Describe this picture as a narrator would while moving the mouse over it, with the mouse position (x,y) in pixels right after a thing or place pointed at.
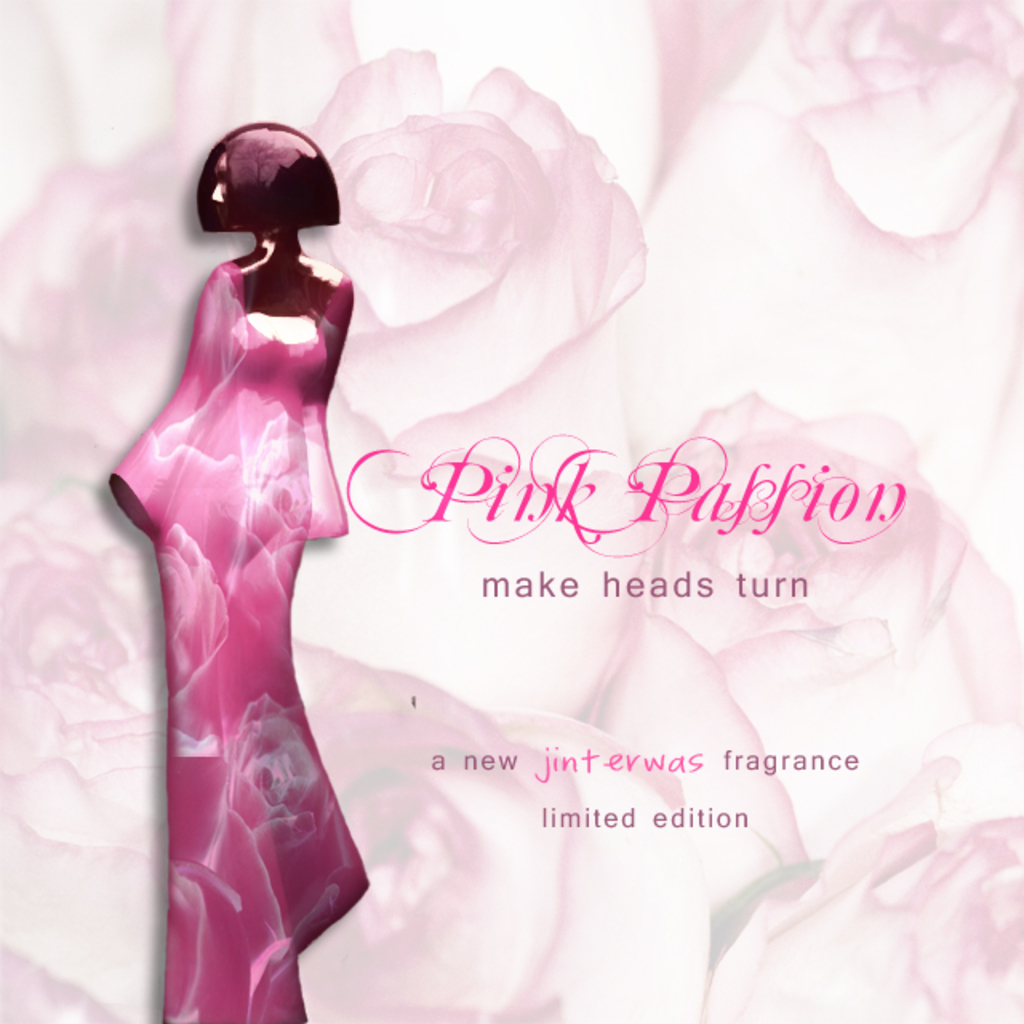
In the image there is a poster (634,843). On the poster (392,808) there is a lady image (236,447) and also there is something written on it. Behind them there are flowers (389,118) in the background (441,328).
